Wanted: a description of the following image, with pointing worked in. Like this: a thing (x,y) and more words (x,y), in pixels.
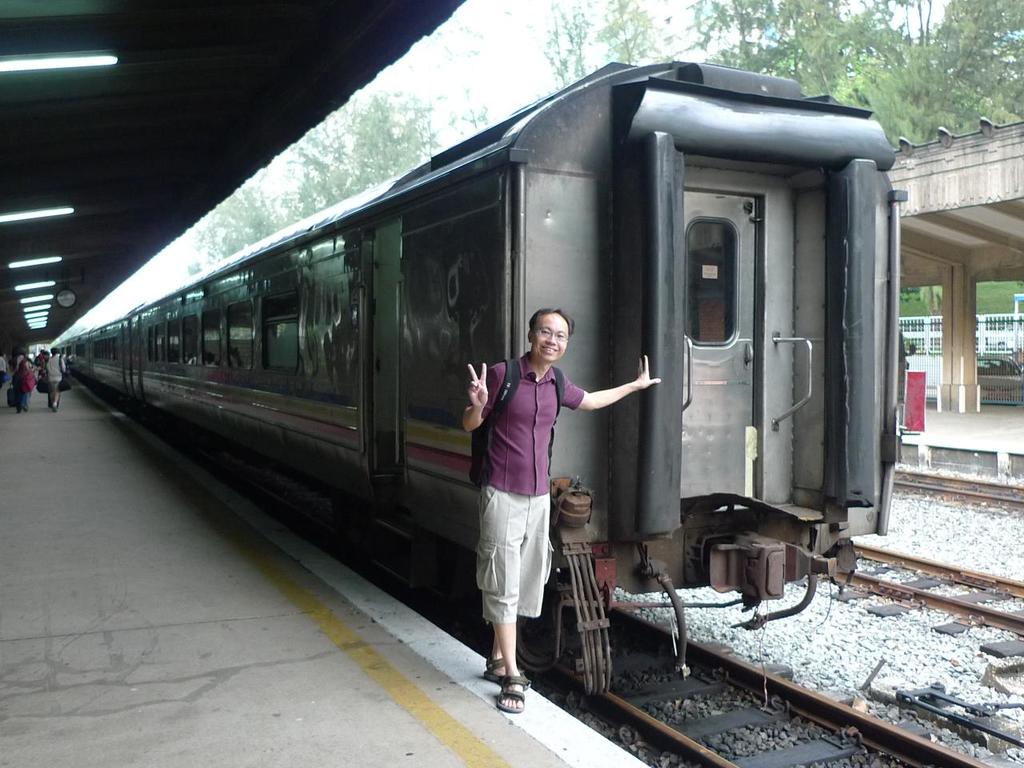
In this picture we can see one person (519,504) is standing beside the train (632,465) and posing, on the platform (98,547) few people (29,396) are walking.
